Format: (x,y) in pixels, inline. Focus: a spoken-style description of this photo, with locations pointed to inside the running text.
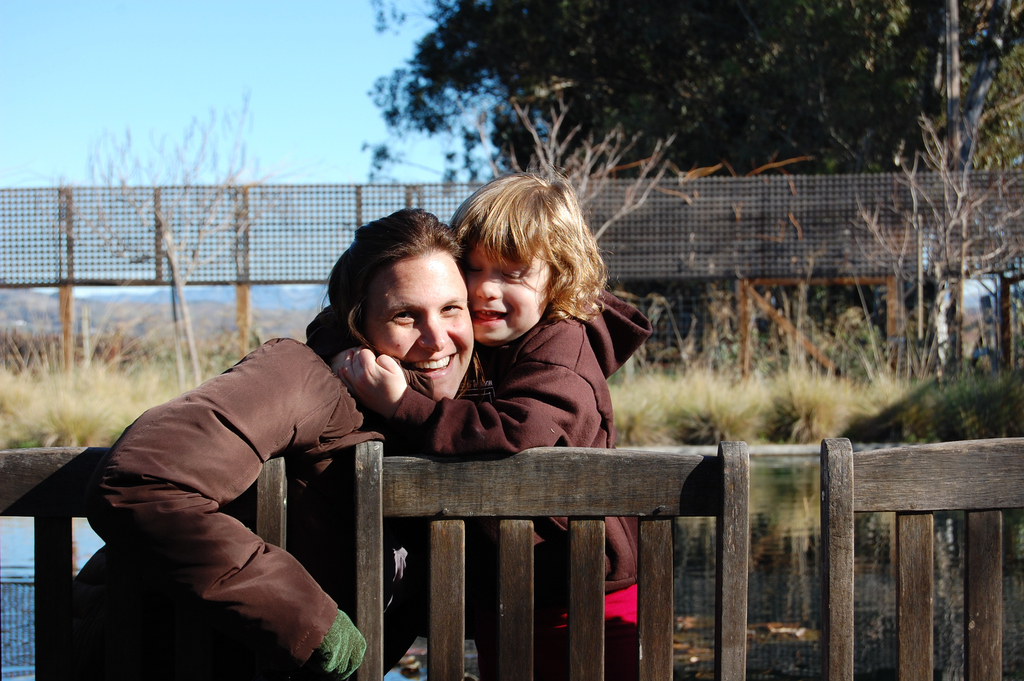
In this picture there is a kid (537,431) and woman (428,217) smiling and we can see wooden objects (663,560). We can see water (85,535), grass (617,374) and fence (47,216). In the background of the image (855,128) we can see trees (576,117) and sky (251,83).
